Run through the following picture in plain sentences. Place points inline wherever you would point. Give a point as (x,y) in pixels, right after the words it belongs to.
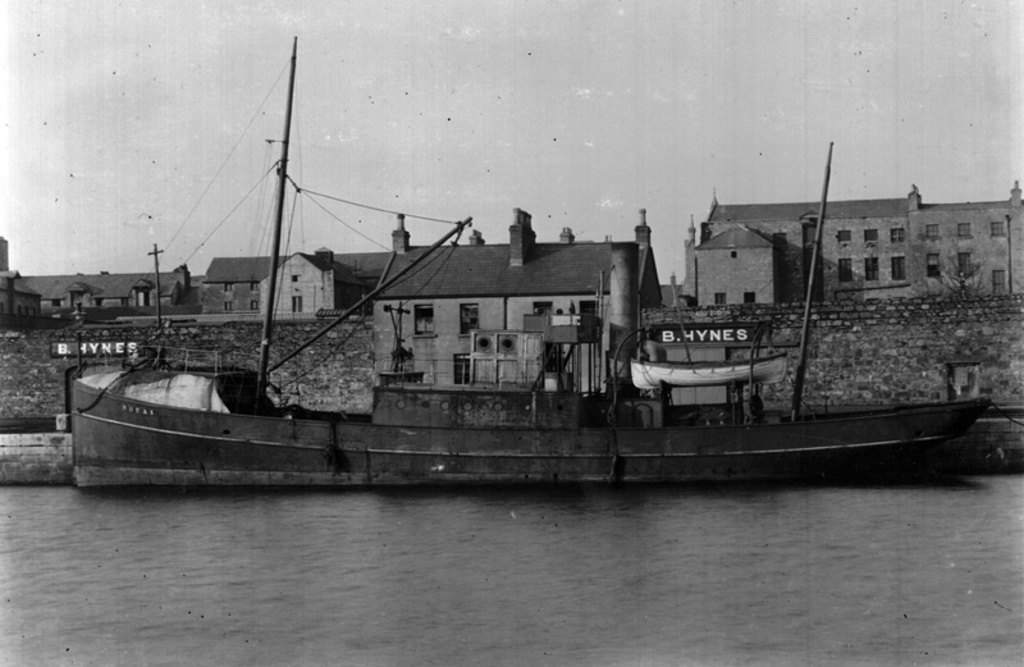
It is the black and white image in which we can see there is a boat (444,483) in the water (442,491). In the middle (493,312) there are buildings (526,274). On the right side (933,338) there is a wall (854,334). On the left side (63,345) there is some text (74,346) on the wall (33,353).
